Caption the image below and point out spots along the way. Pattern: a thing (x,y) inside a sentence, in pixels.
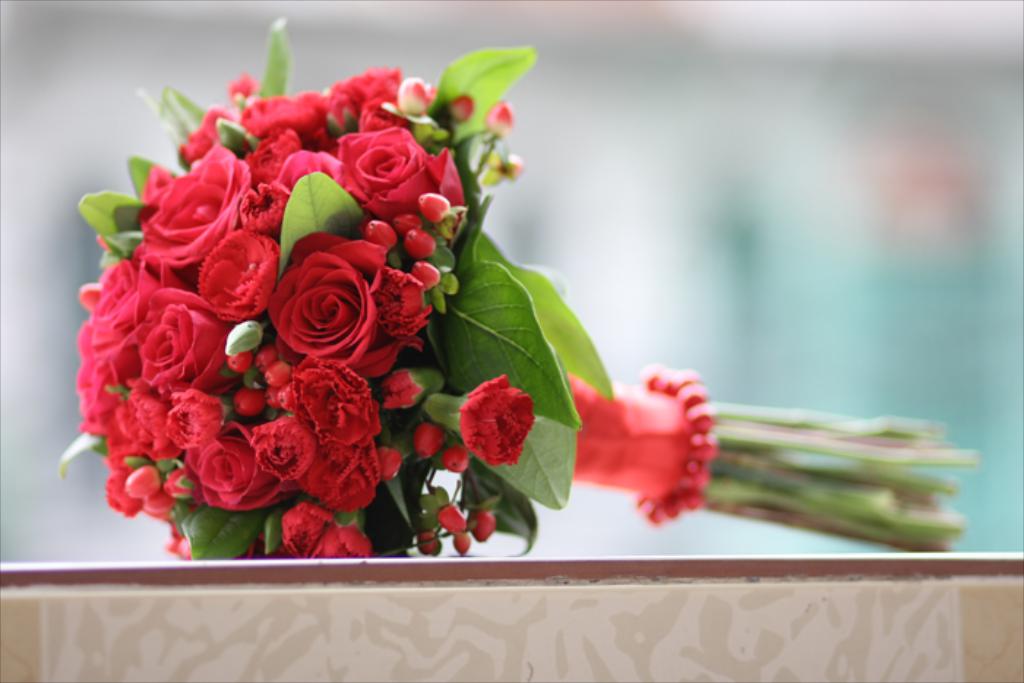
In this picture we can see a bouquet (327,445) with red color flowers (290,255).
